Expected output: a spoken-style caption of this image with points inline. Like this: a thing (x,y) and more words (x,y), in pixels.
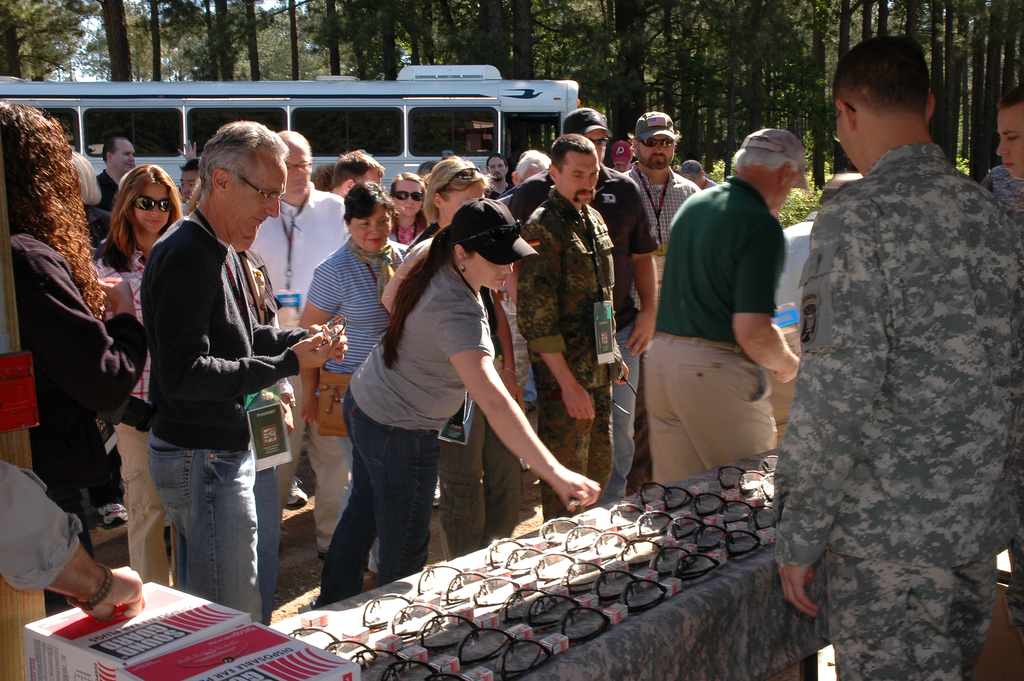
There are few people (454,284) standing here and we can see carton boxes (151,655) and few goggles (589,611) on a table (620,646). On the right (874,376) there are few persons (891,492). In the background (707,22) there is a vehicle (451,98), trees (695,35) and sky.
